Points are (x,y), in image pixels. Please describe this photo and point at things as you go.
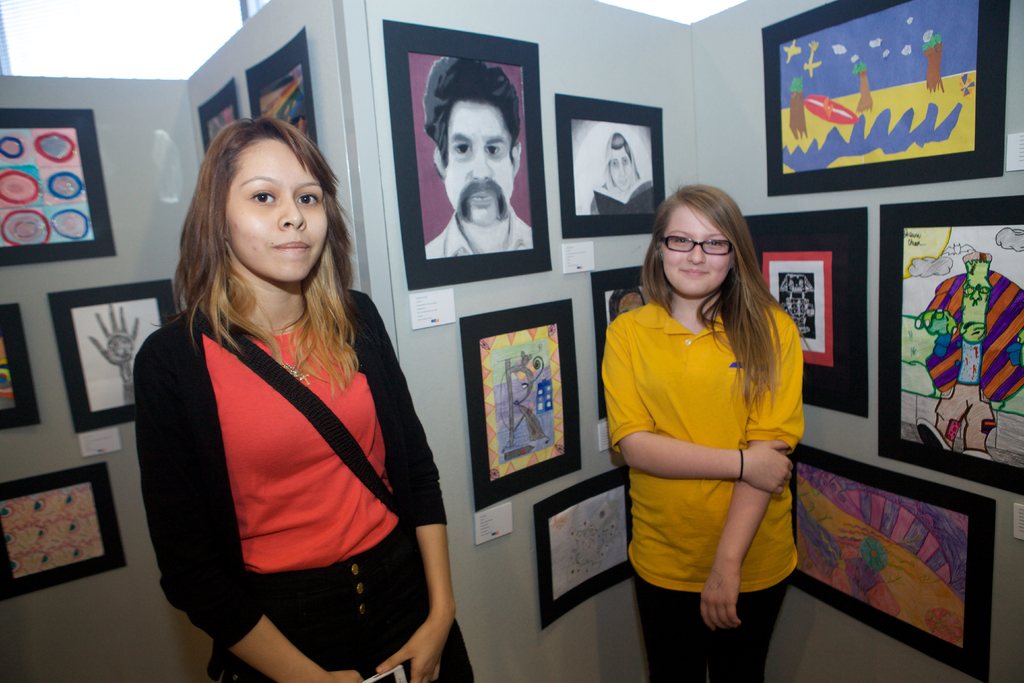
In this image there are women (608,417) standing in the center (394,433) and smiling. In the background (534,326) there are frames (449,220) on the wall (126,243).
